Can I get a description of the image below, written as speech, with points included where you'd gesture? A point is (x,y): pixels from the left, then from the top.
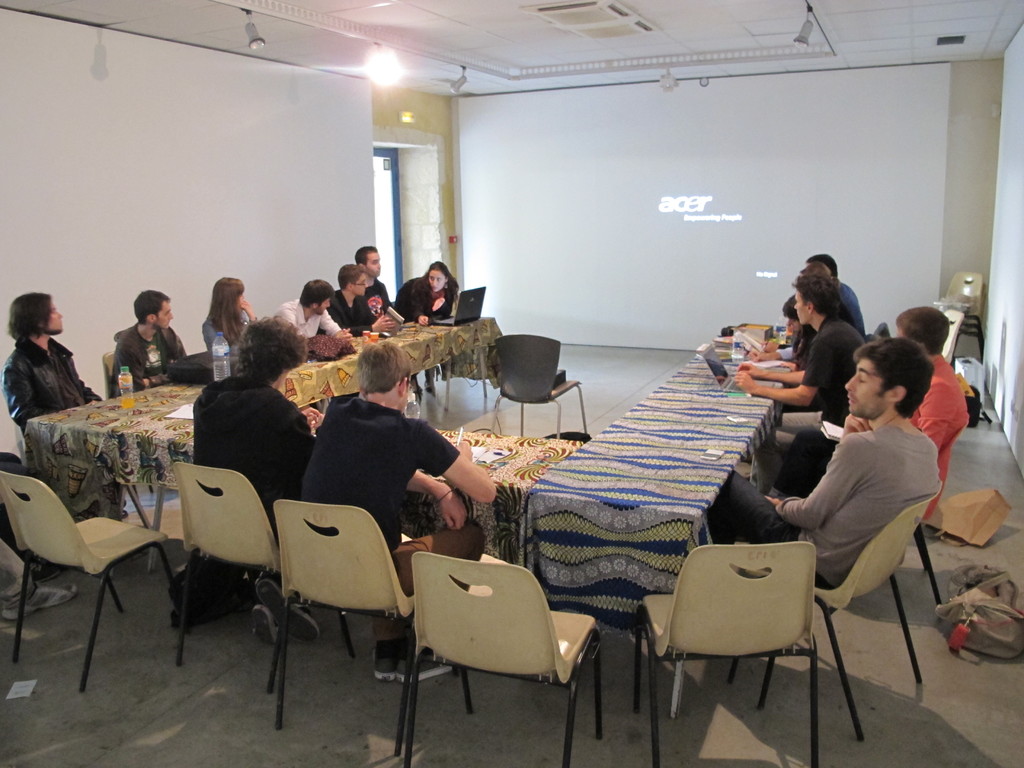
As we can see in a picture there are many people (431,446) sitting on a chair (385,564). This is a table (663,469) in between this people (444,277) there is a chair (520,388) placed in middle (518,371). There are water bottles (125,387) and a system (719,371) on table (719,399). This is a projected screen (692,193) and a light (387,66).
